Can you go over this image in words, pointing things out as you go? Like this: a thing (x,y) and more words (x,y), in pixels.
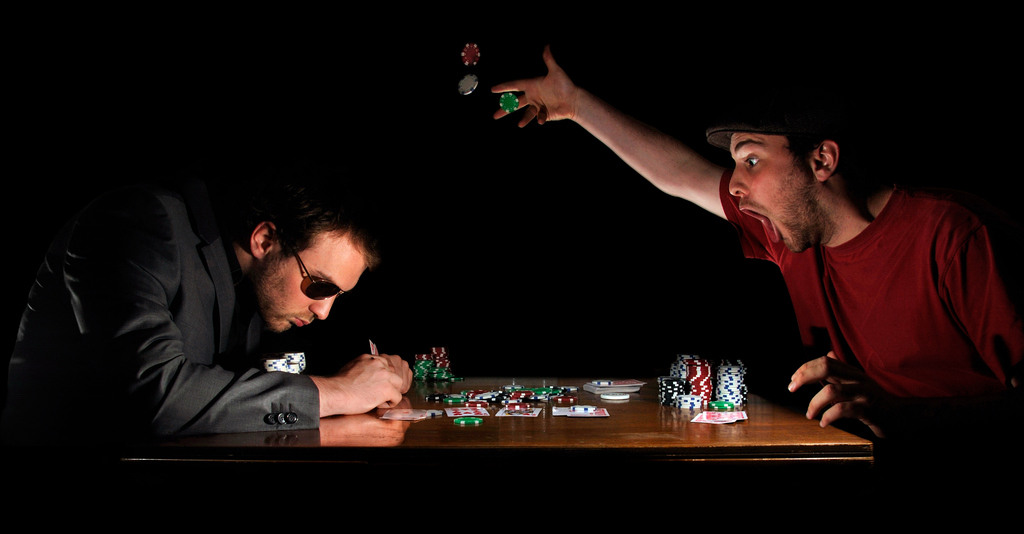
In this picture we can see two man (860,247) and one man (788,172) is shouting throwing coins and other man (289,257) is looking at cards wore goggles (311,294) and in between them there we have table (539,447) and on table (521,447) we can see cards (465,410) and coins (692,382).
